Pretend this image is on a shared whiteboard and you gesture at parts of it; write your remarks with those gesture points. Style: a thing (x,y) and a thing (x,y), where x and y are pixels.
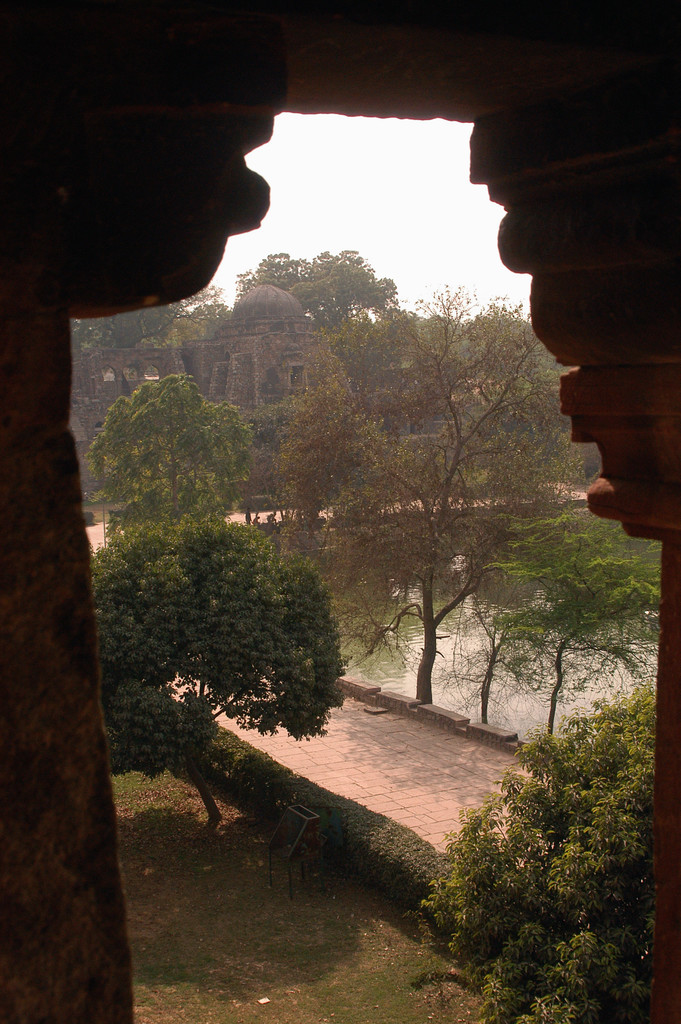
In this image there is the sky (356,187), there is a building (305,364), there are trees (405,453), there is water (595,628), there are plants (387,855), there is grass (254,906) towards the bottom of the image (259,962), there is an object (308,820) on the grass (261,829), there is a walking path (345,729), there is a wall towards the top of the image (127,84), there is a wall (633,352) towards the right of the image (645,382), there is a wall (25,753) towards the left of the image (65,534).
